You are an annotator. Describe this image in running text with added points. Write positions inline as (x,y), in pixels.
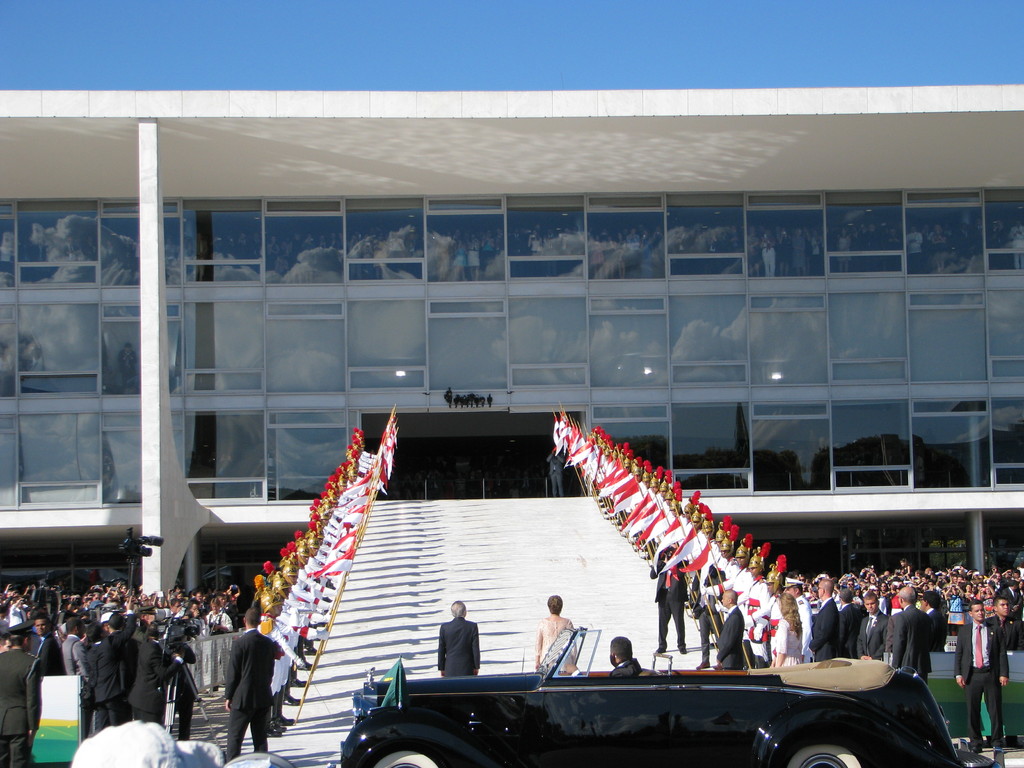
In the foreground (556,710) we can see a person (623,671) sitting inside a car (761,751) parked on the ground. In the center of the image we can see a group of people (986,666) standing on the ground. Some persons (743,602) are holding sticks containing flags (361,490). To the left side of the image (184,646) we can see a person (184,646) holding camera (176,633) placed on the stand (190,675). In the background (218,562), we can see a building (657,409) with windows (654,459) and the sky (456,45).
